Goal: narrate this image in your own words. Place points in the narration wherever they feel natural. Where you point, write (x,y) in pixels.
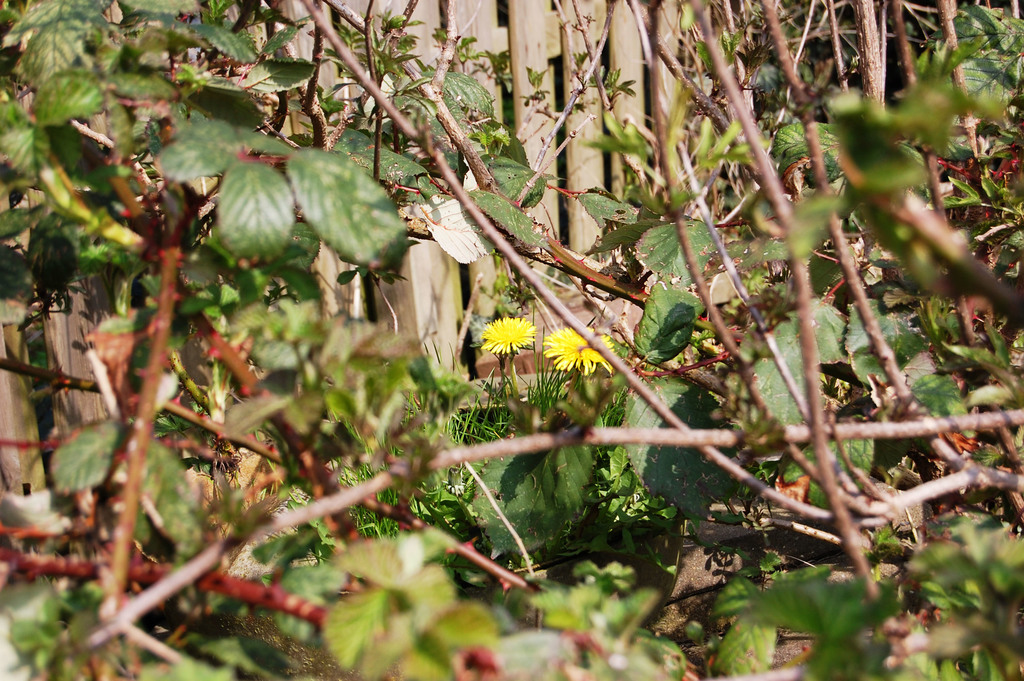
In this image we can see some plants (153,600), leaves (677,288) there are some flowers (555,344) and in the background of the image (480,74) there is fencing (418,283).
